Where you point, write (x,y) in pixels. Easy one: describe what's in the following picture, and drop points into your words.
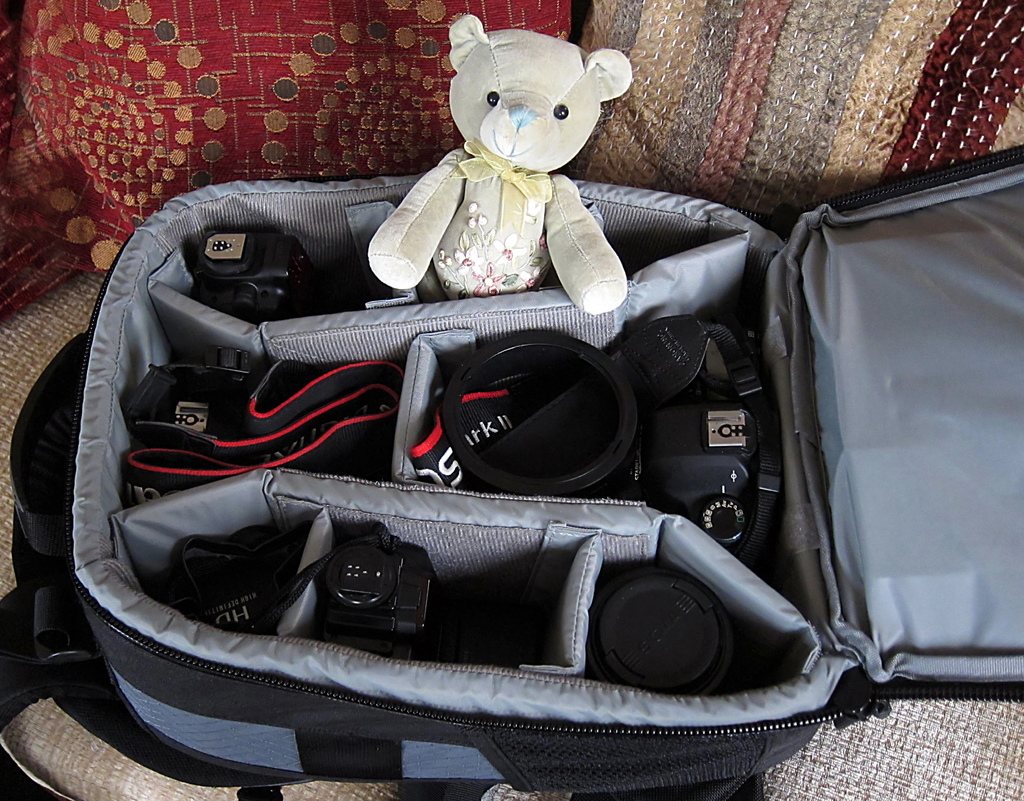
In the picture there is a bag (584,720) with lenses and camera (711,410) in it and one doll (548,258) and the bag (390,359) is placed on the sofa (29,322).
